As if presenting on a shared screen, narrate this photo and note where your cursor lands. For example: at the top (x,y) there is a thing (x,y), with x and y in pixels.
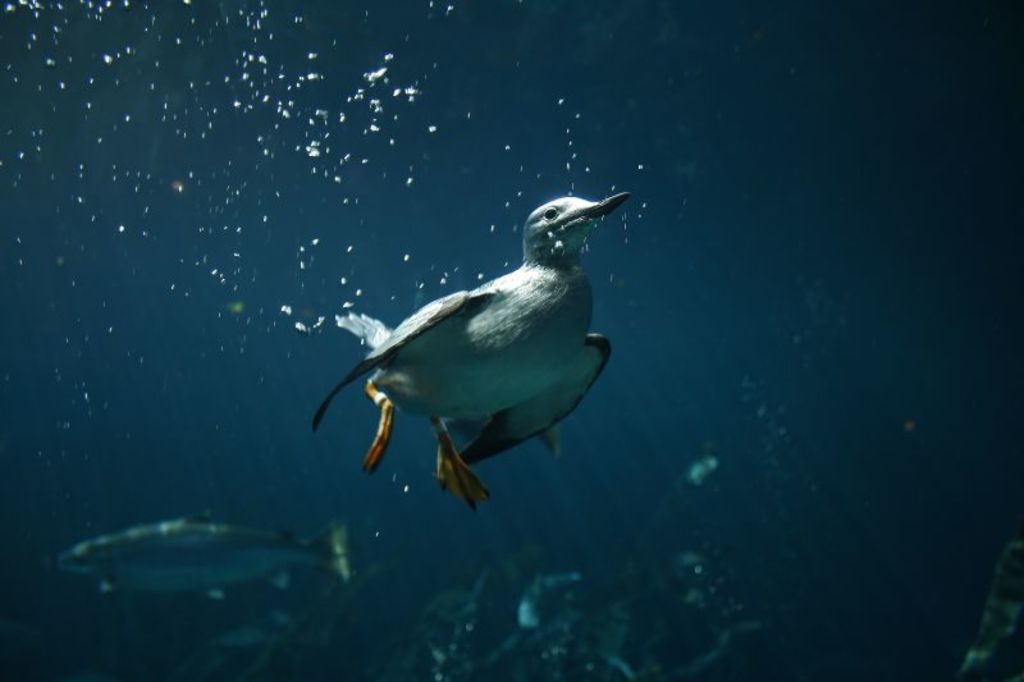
In this image I can see inside view of water (398,472) where in the front (520,263) I can see white colour bird (486,415) and in the background (154,575) I can see a fish (286,566). I can also see few sea plants (454,629) on the bottom side of this image (451,642).
